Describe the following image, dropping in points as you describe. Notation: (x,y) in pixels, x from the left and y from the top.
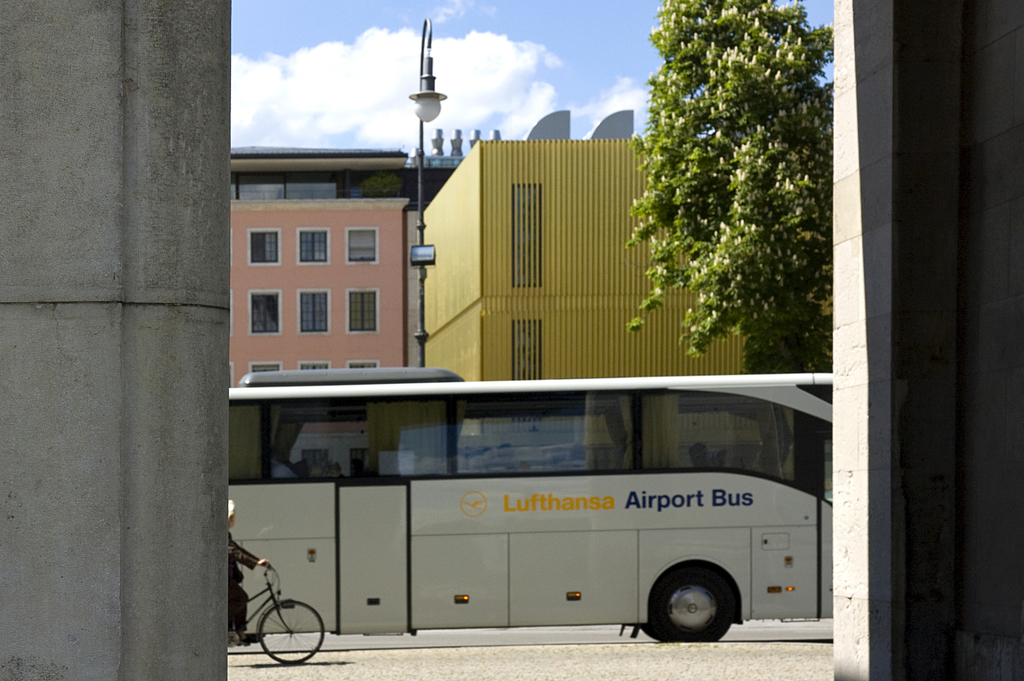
In this image there is a bus (505,580) on a road (401,638) and a person (235,608) cycling, in the background (288,250) there are buildings (548,170), trees (794,188) and the sky (551,68), on the right side (885,187) and left side (146,438) there are pillars (9,537).
